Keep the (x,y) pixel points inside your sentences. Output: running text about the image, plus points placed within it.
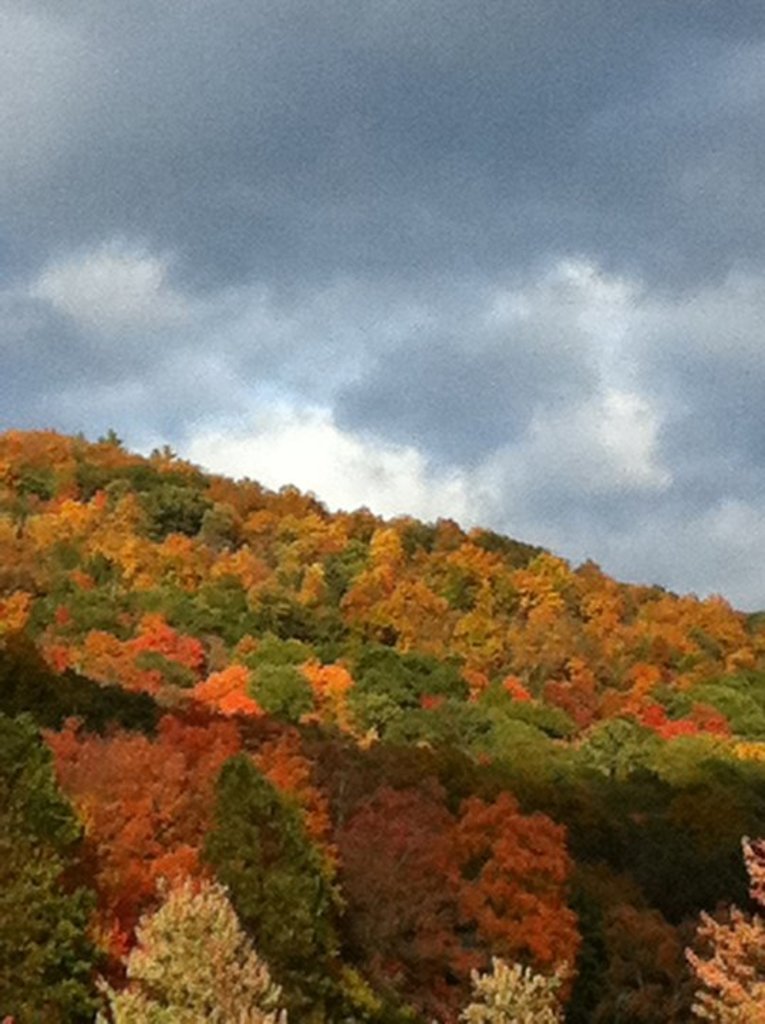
In the picture I can see trees (416,935) with leaves (527,729) which are in green, red and orange color. In the background (545,426), I can see the cloudy sky (458,251).
